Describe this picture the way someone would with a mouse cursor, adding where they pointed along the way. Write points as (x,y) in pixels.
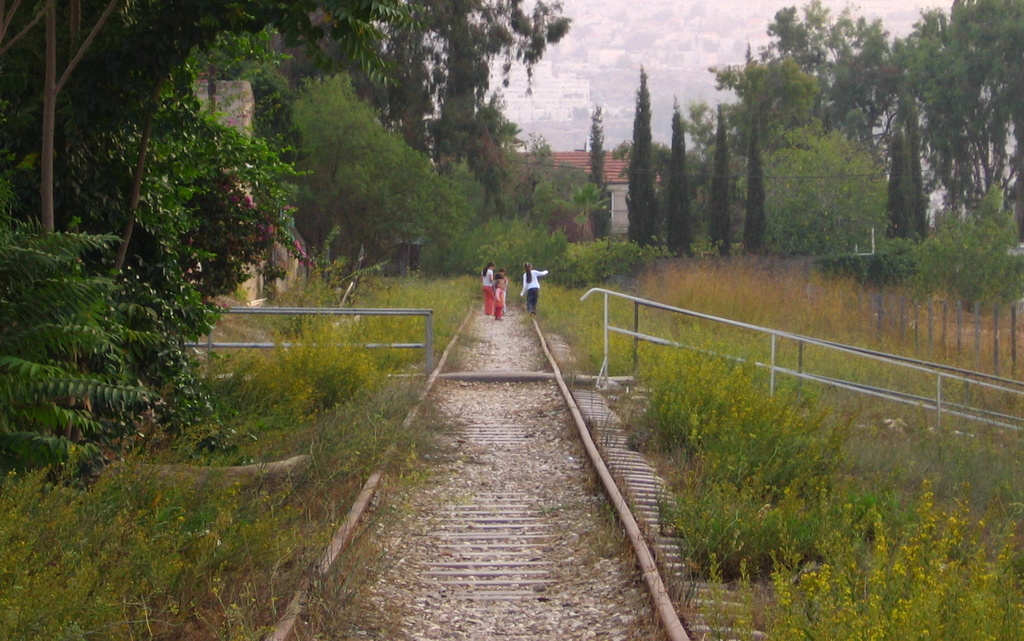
In this image we can see some people (534,305) standing on the ground (493,430), there are trees (201,307) grass (311,325) and wall (223,106) on the left side of the image (294,360) and on the left side of the image (219,148) there are trees (847,146) and poles (876,310) and in the background (611,181) there is a building (616,192) and sky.
